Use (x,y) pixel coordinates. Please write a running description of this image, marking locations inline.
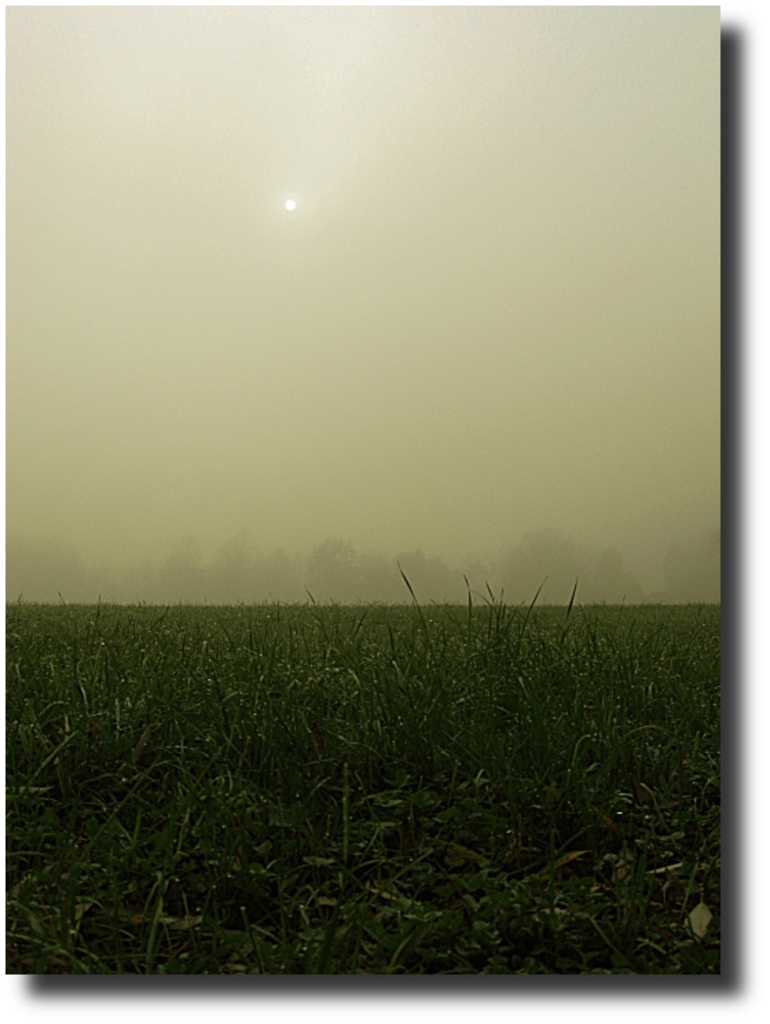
In this image I can see the grass (160,841) in green color. Background (52,145) the sky (337,223) is in white color.
